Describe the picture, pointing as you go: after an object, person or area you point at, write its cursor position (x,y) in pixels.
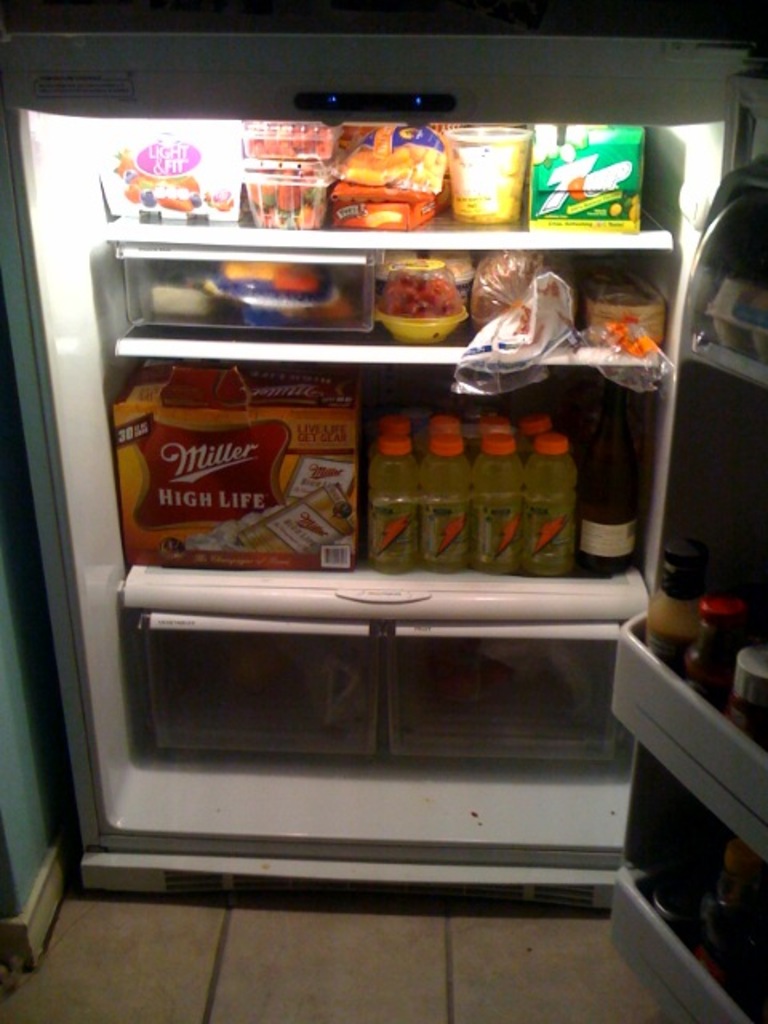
In the center of the image (387,648) there is a refrigerator (704,999) and we can see bottles (760,660), boxes (329,466), tins (475,205), bowls (401,322), jars (755,688), eggs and some food (388,312) placed in the refrigerator (307,591).
